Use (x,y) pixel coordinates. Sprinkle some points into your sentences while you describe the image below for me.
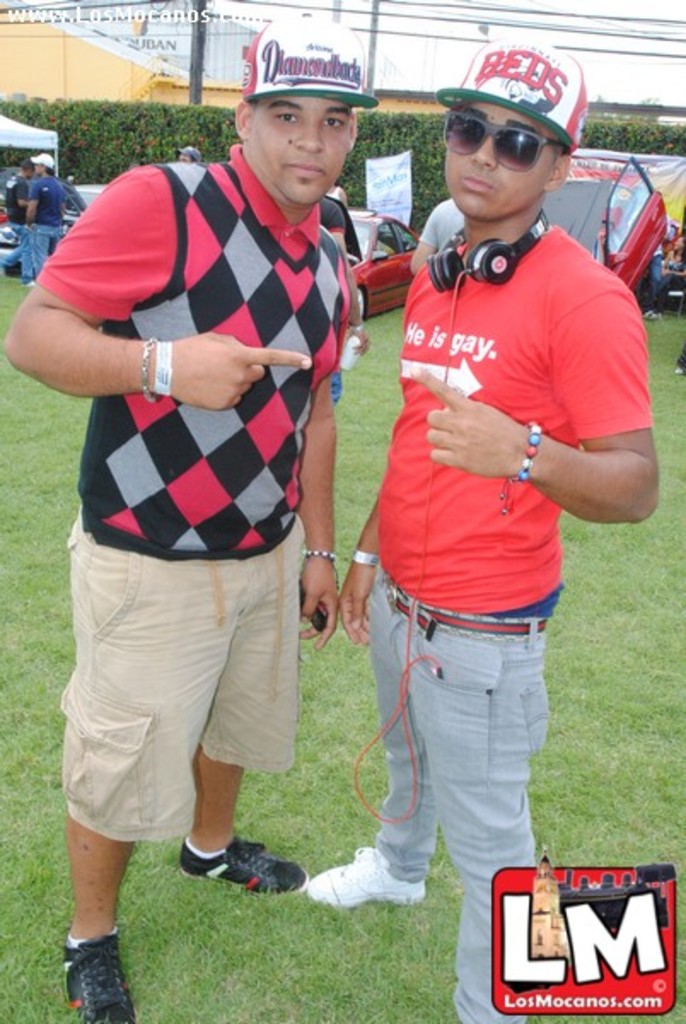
This picture is clicked outside. In the foreground (475,337) there are two men (502,315) wearing red color t-shirts (406,347) and hats (513,87) and standing on the ground (372,361). In the background (377,399) we can see the green grass (387,347), group of person (52,232) standing on the ground (14,277) and there are some vehicles (635,250) and some other objects (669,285) and we can see the buildings (34,67), cables (250,0), poles (378,21) and plants (422,150). At the bottom right corner (587,1013) there is a watermark (492,971) on the image.
